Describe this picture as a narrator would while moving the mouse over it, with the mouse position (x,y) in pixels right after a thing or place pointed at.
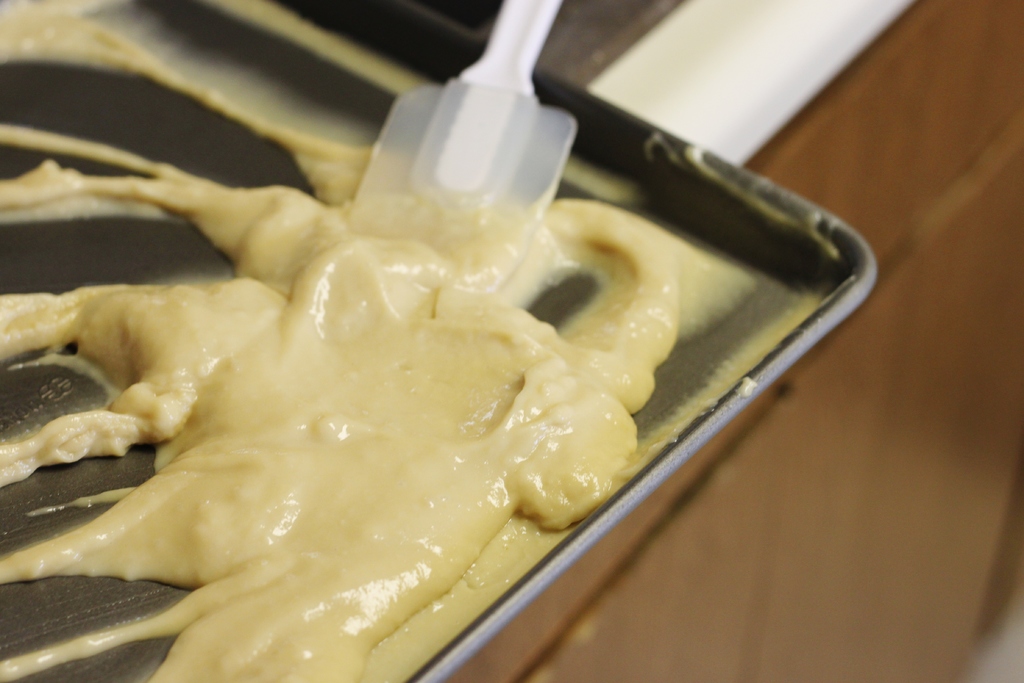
In this picture we can see a tray (455,660) with a spoon (497,32) and a cream (440,349) on it and this tray (67,278) is placed on a platform (894,314).
